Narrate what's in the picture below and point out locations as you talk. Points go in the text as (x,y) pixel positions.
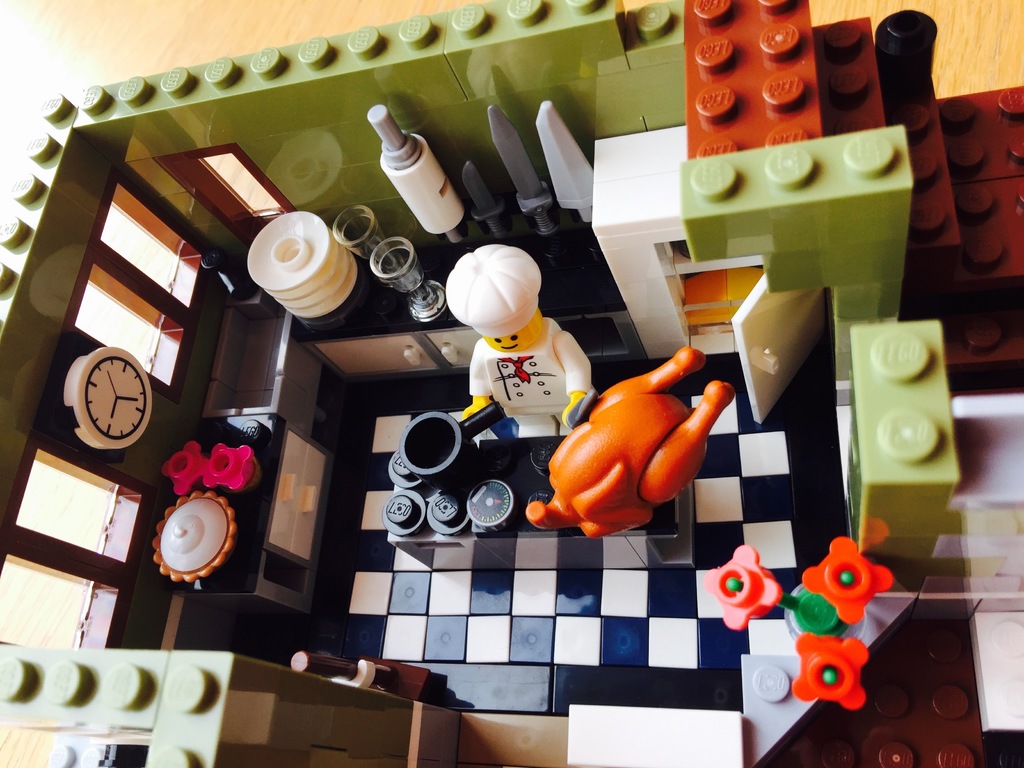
In this image we can see toys (453,377) are present on the floor (267,40).
